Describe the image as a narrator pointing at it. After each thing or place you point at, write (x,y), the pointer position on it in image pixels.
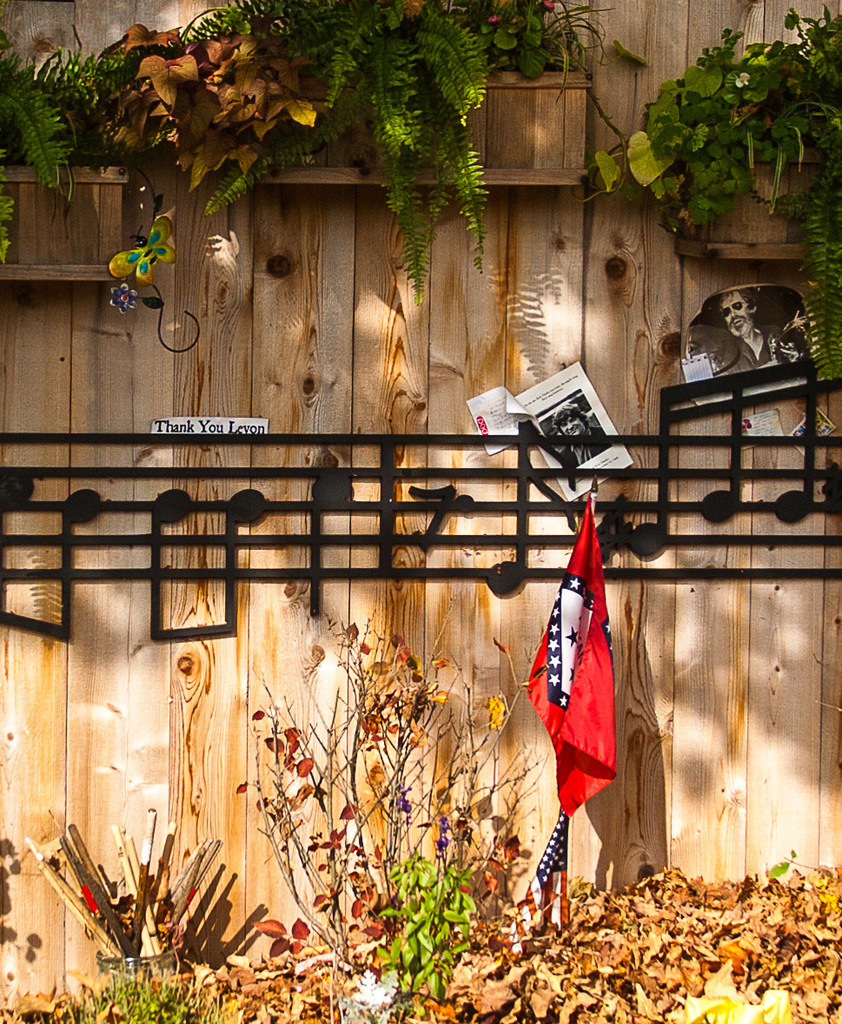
In this image we can see a wooden wall (387,398). Near to the wall (618,804) there is a flag (536,681). At the bottom (649,940) there are dried leaves (637,940). Also there is a plant (399,955) and few other things (158,903). On the wooden wall (292,272) there are boxes (338,173). In the boxes (756,177) there are plants (370,94). Also there are papers (503,409) pasted. Also there are black color lines (261,510) with musical symbols (332,493) on the wall (549,528).
